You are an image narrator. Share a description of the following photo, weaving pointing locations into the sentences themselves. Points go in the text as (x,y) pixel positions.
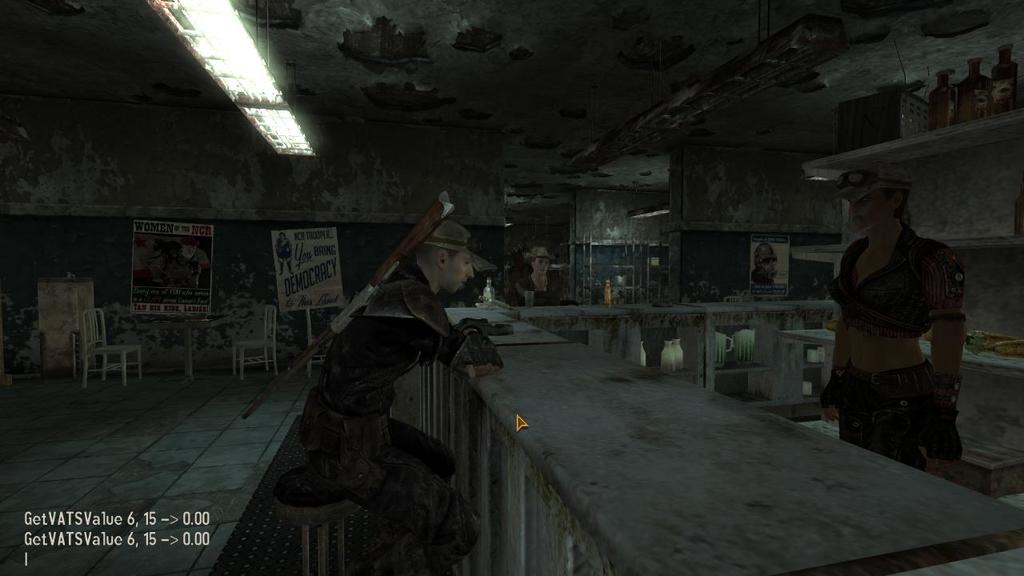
This is an animated image. In this image, in the middle (442,332), we can see a person (456,333) sitting on the chair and the person (443,275) is also wearing a weapon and the person (463,347) is sitting in front of the table (611,427). On the right side (913,434), we can see another person (858,346) standing in front of the table (590,478). On the right side (1017,113), we can see a shelf (1009,126) with some bottles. On the right side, we can see some jars (665,352). On the left side (101,330), we can see some chairs (248,354), tables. In the background (170,245), we can see some posters (297,255) with some pictures (170,245). At the top (369,4), we can see a roof (369,4) with few lights (284,144), at the bottom (126,402), we can see a floor (126,402).
